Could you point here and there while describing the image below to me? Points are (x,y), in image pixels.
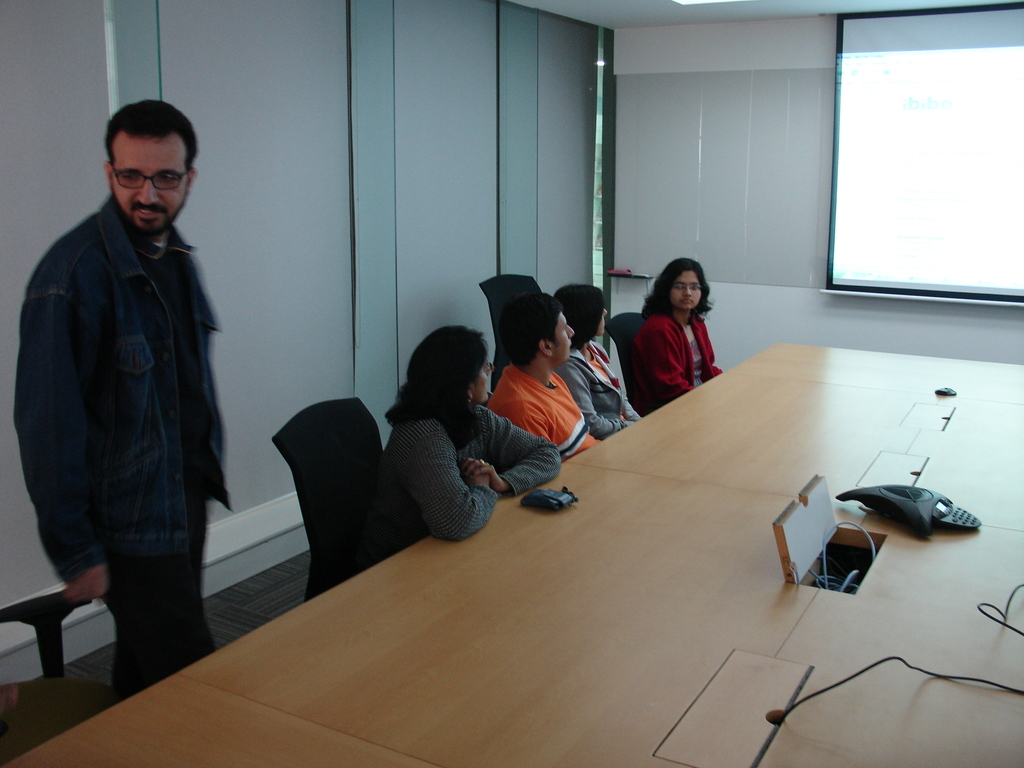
This is the picture of a room (699,224). In this image there are group of people (581,425) sitting on the chairs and there is a man (175,581) standing. There are devices (927,511) and wires (830,584) on the table (737,575). At the back (876,22) there is a screen (862,45) and there are window blinds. At the top (602,62) there is a light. At the bottom (243,617) there is a mat (289,578).
